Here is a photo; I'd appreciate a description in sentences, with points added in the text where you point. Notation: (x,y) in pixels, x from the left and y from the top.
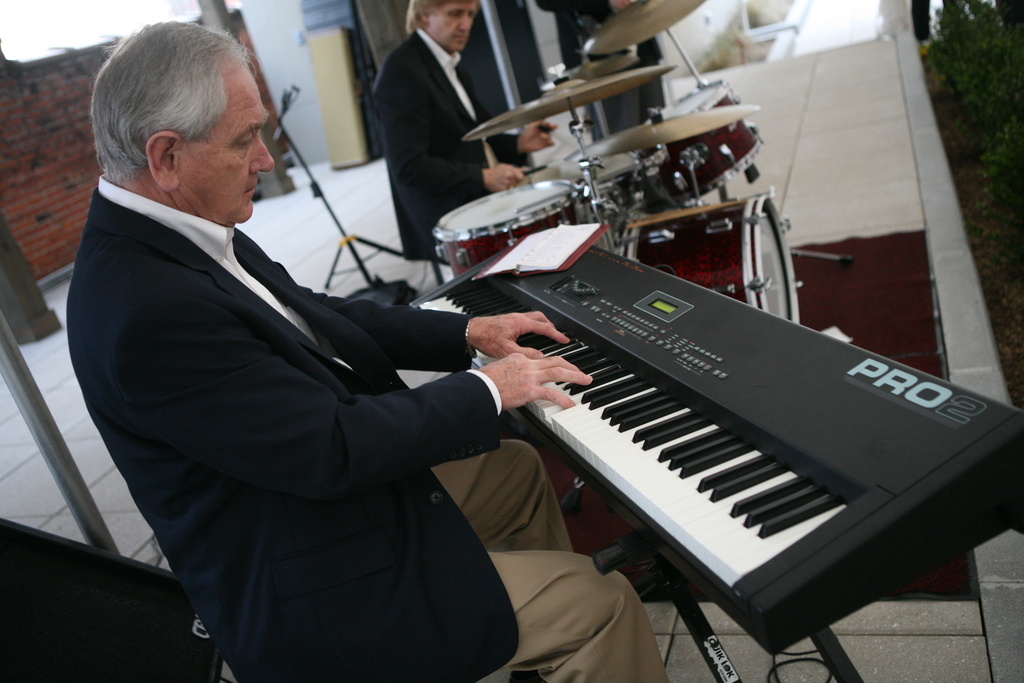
In this picture we can see a man (458,529) who is playing piano (785,422). He is in black color suit (176,417). Here we can see a man (463,162) who is playing drums (607,171). This is floor (287,198) and there is a wall (48,148).
